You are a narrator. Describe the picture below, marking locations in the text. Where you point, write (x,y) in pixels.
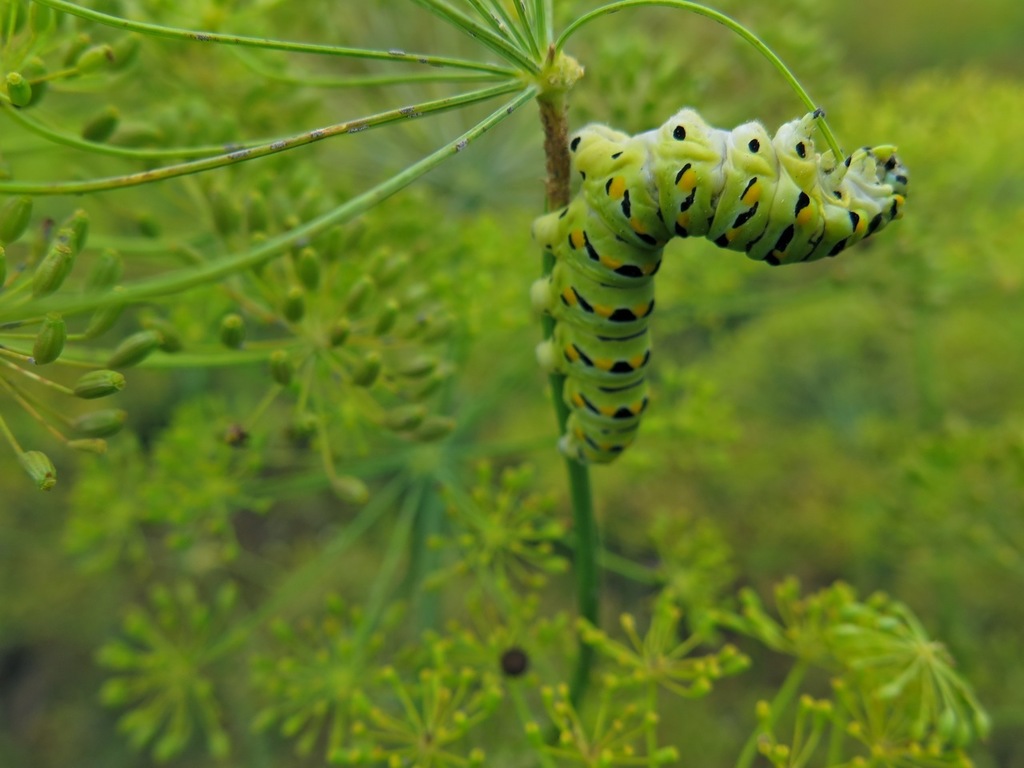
In the image we can see a insect (763,158) on a stem (496,73). Background of the image (472,564) there are some plants (485,603).
